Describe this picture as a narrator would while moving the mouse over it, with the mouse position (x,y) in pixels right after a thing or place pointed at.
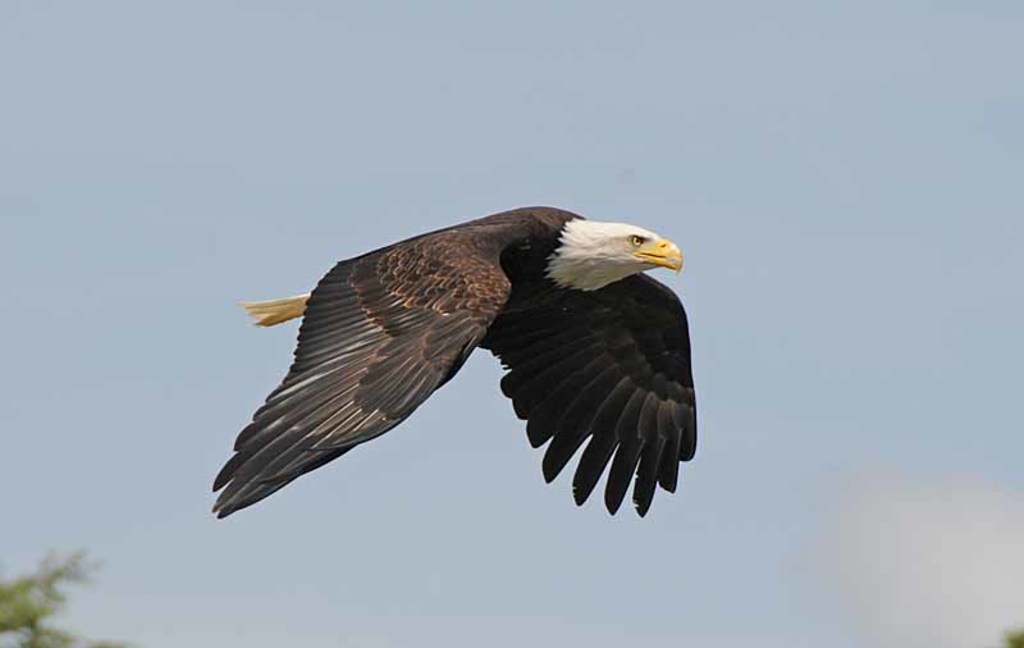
In this image in the center (435,336) there is a bird (457,348) flying in the sky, and in the background (17,612) there are leaves (48,606).
